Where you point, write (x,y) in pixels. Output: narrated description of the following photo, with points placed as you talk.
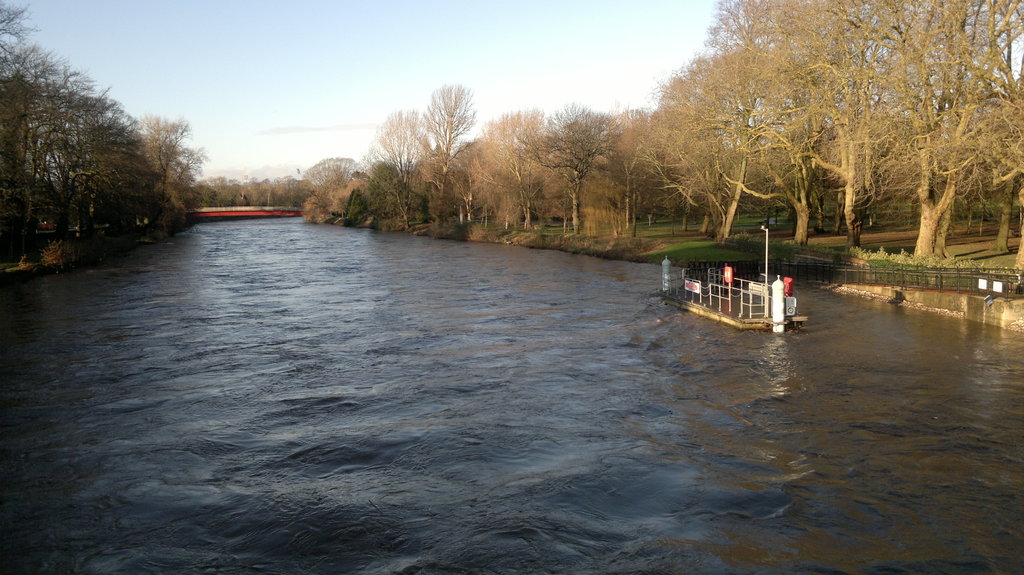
This is the water (446,378) flowing. These look like barricades (740,280). I can see a pole (776,281). These are the trees (360,185) and branches (139,193) with trees (153,193). I can see small bushes (936,265).
